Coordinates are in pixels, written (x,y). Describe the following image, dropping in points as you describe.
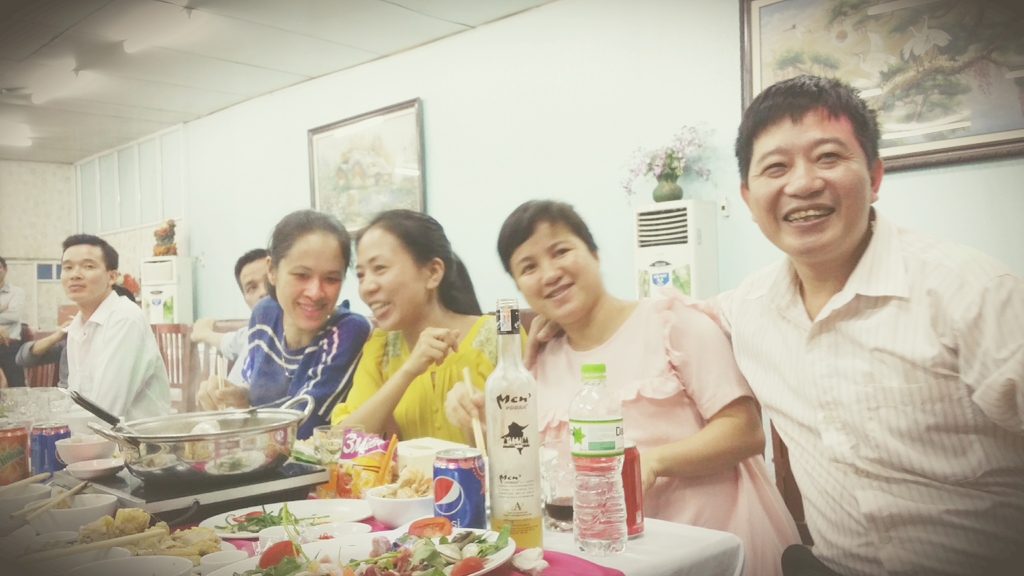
The picture consists of people (847,418) sitting in chairs (51,372), in front of them there is a table (31,398), on the table (370,457) there are bowls (63,509), plates (326,514), bottles (519,419), tins (483,473), spoons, stove (194,493), bowls (97,446), spatulas (111,415), glasses (61,405) and various objects (352,488). In the background (318,155) there are frames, flower vase (667,170), air coolers (160,284) and other objects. At the top (161,42) there are lights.
